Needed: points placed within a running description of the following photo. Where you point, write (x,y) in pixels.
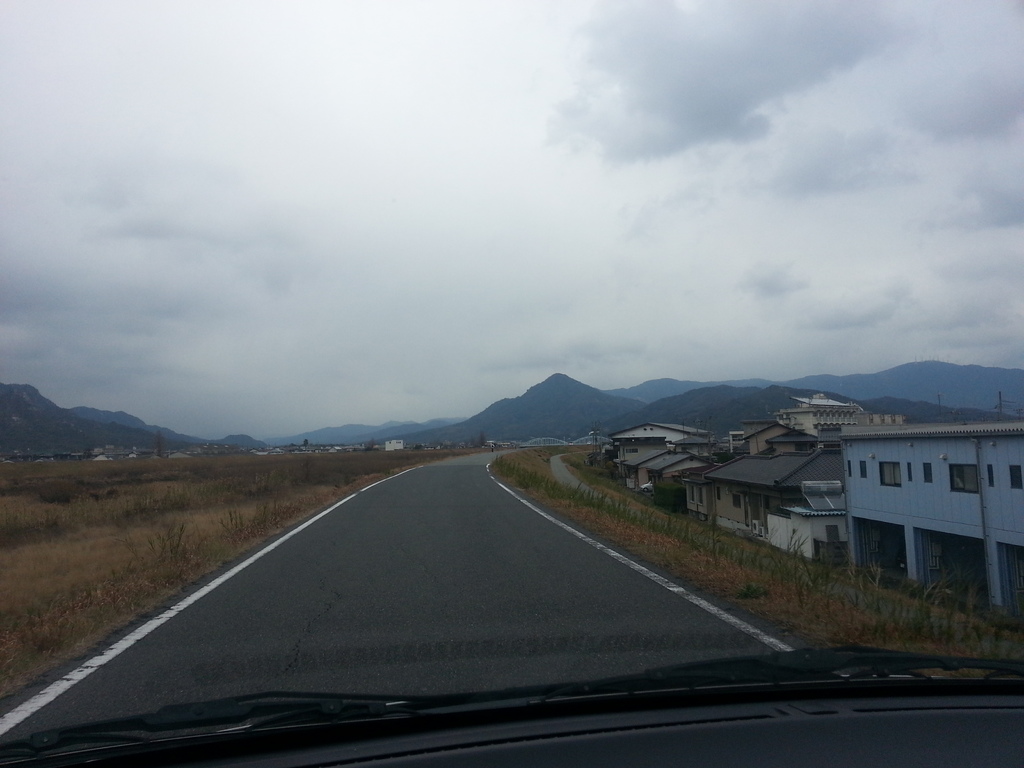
In this image there is a car (603,708) on the road (443,589). On both right and left side of the image (173,489) there is a grass (162,486) on the surface (169,465). We can see buildings (768,508) on right (786,429) and left side of the image (278,450). There are mountains (562,405) and sky (653,296) at the background (380,281).
